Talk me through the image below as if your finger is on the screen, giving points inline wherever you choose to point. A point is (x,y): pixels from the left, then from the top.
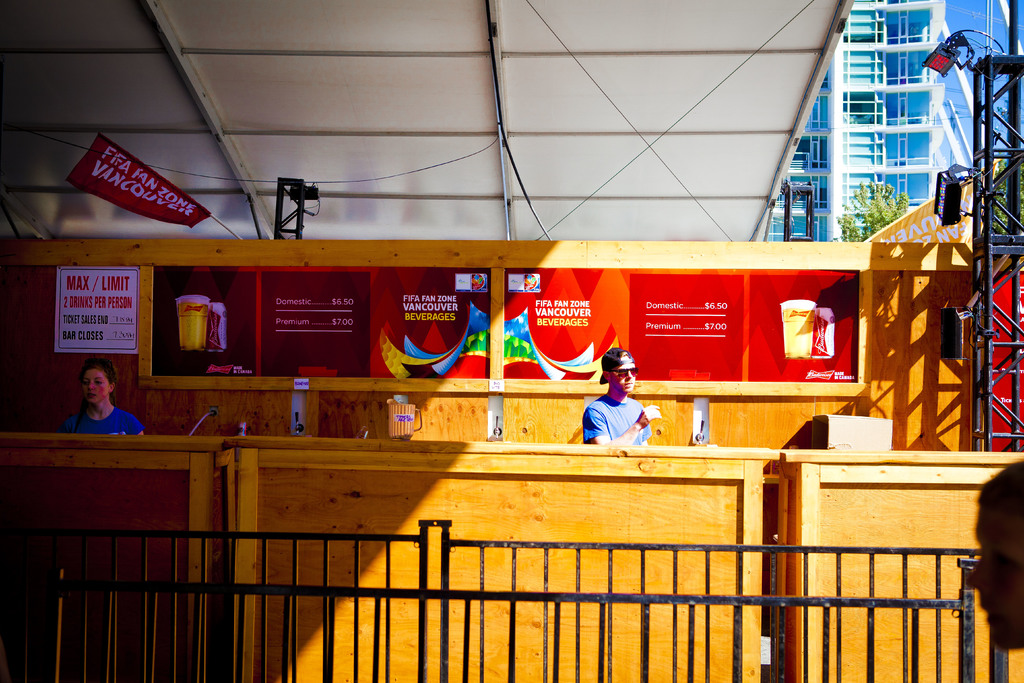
In this picture I can see there is a wooden desk (420,517) and there is a woman (111,412) and a man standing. They are wearing blue shirts (599,419), there is a beer glass (407,435) placed on the desk (579,446). In the backdrop (389,343) there are banners (405,332) and there is a iron frame (1001,437) onto right, there are lights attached to it and there is a railing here in front of the desk (273,474). There is a tree (866,220) and a building (855,49) in the backdrop (878,231).
